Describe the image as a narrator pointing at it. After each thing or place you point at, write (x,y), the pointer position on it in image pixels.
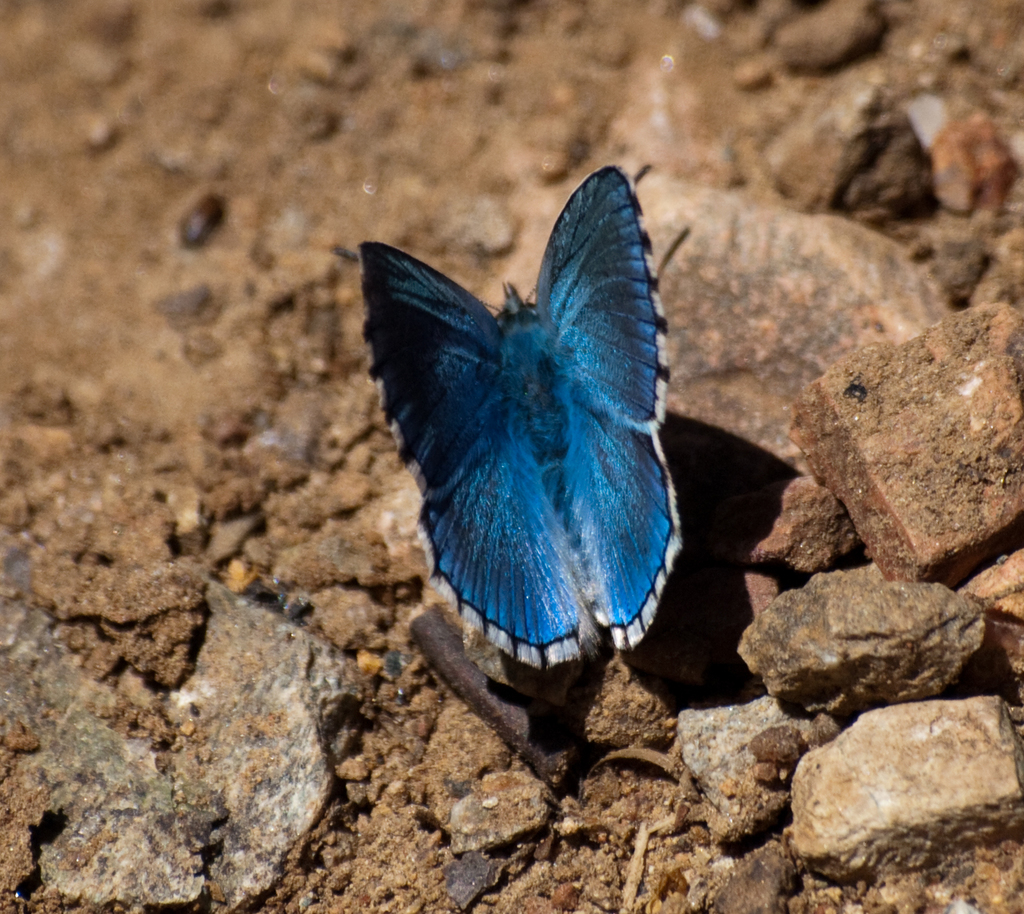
In this image there is a butterfly (516,433) on the rock (696,412).
